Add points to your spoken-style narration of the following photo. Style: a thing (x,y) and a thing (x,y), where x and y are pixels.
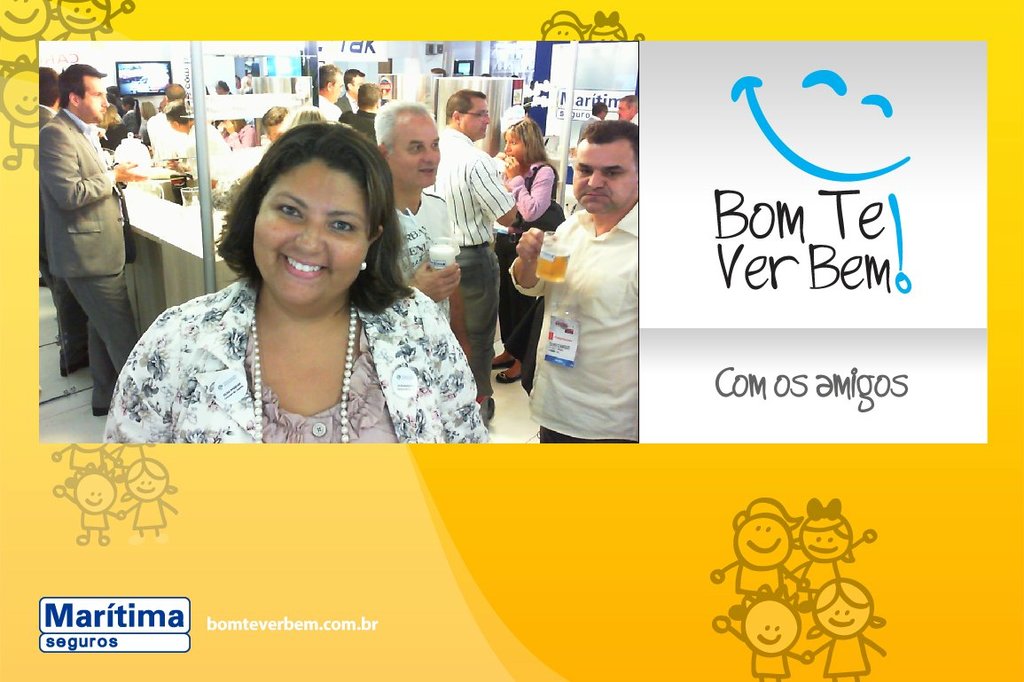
This image consists of a poster (384,564). On this poster (726,503), I can see some text (119,616), few cartoon images (739,585) and a picture (366,300). In the picture (415,194) a woman (333,264) is smiling and giving pose for the picture. In the background (600,316) there are many people (104,221) standing on the floor (495,367) and also I can see few objects (158,67) like monitor (166,78), table (194,256), pole (205,167) and some other.
